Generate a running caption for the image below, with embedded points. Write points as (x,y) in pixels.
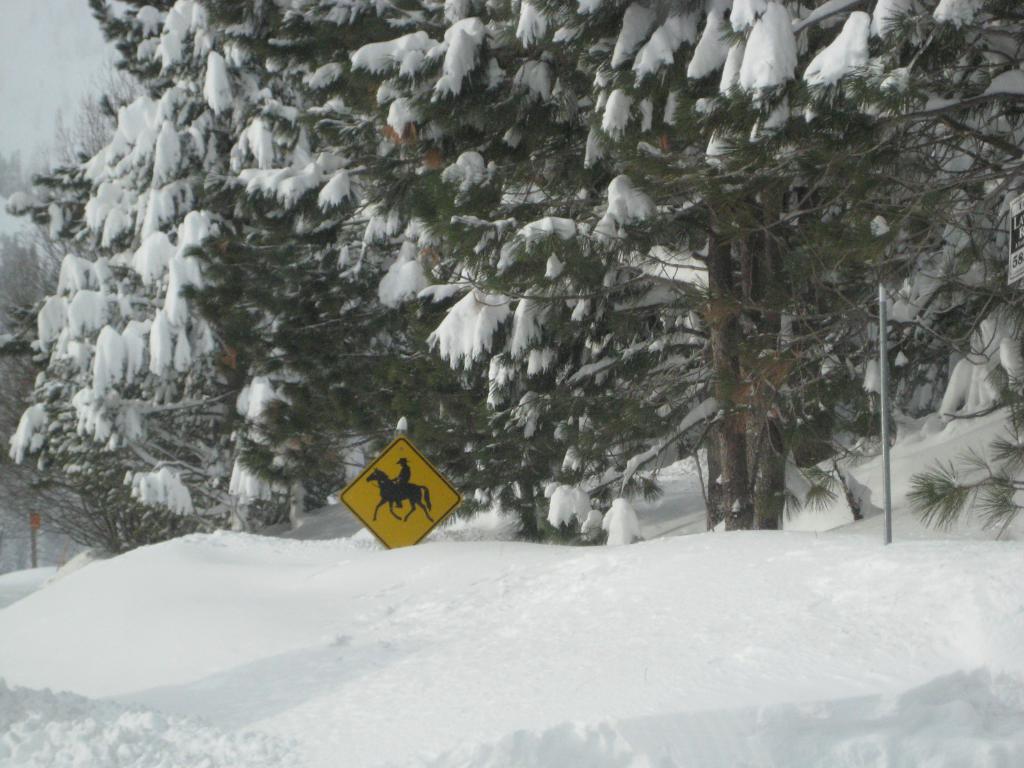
In the picture I can see some trees (299,334) fully covered with snow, along with that there is a board (396,493) which is yellow in color.
